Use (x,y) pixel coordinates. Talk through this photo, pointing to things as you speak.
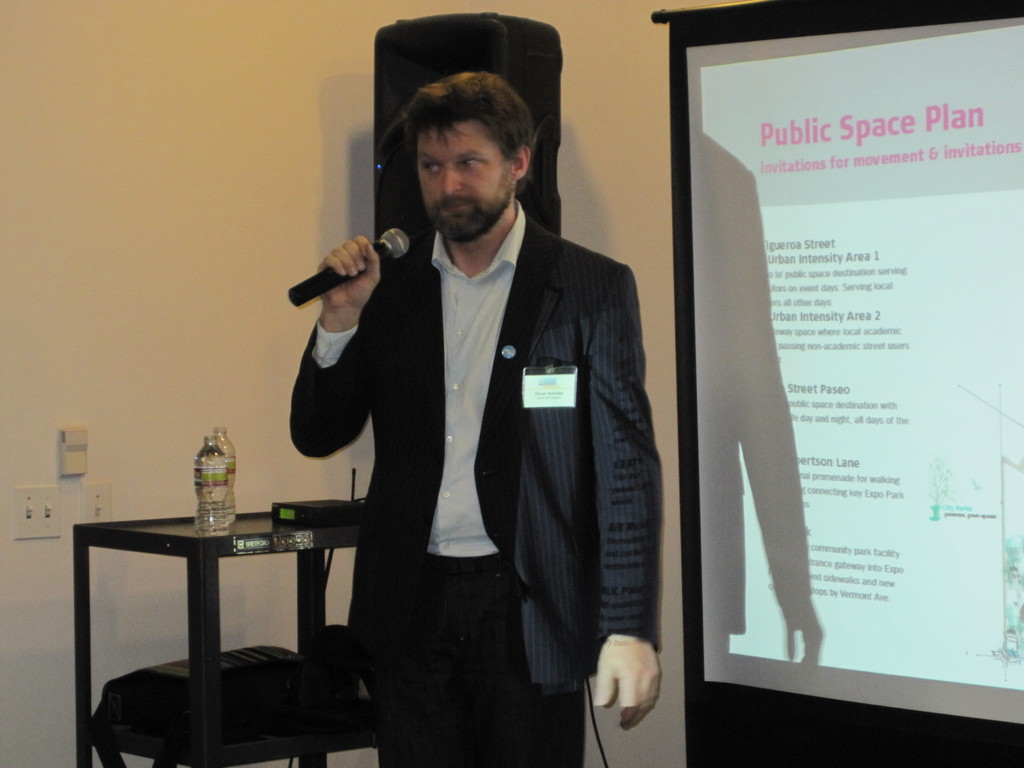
In this image, one person (520,289) standing in front of the screen (794,267) and holding a mic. There is a table (242,549) behind this person (364,545) contains water bottles (213,474). There is a speaker (508,37) attached to the wall (242,287).
